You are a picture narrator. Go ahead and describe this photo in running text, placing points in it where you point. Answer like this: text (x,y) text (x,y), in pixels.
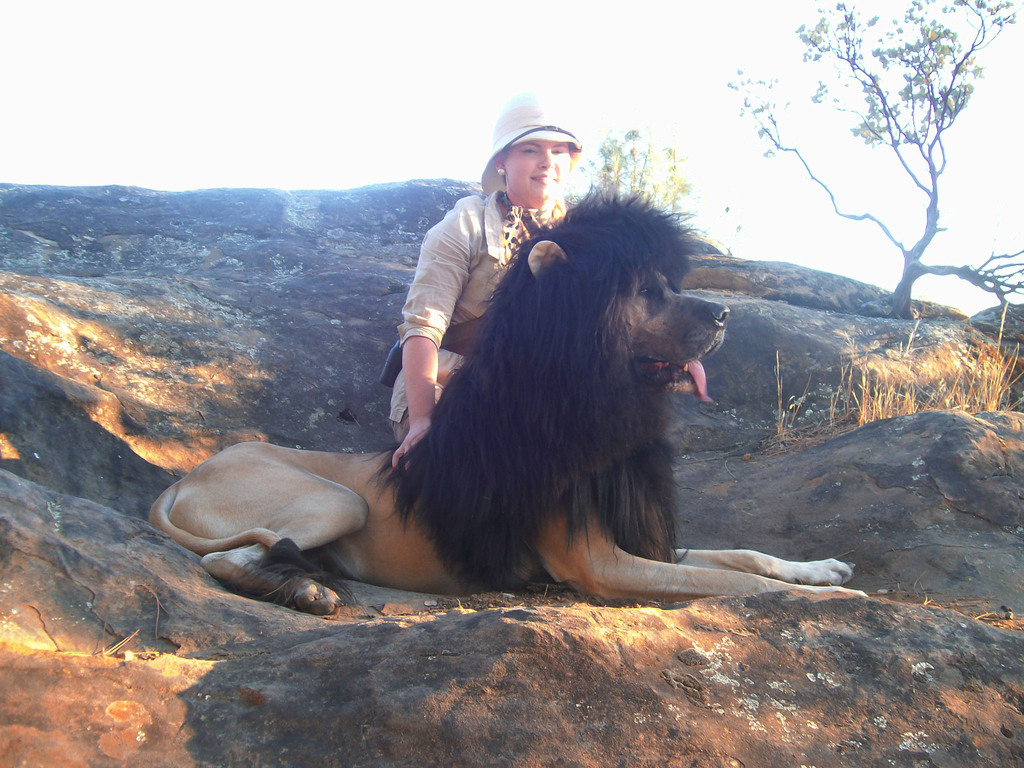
In this picture we can see a person (446,341) and an animal (401,525) on the rock (397,295) and behind the person (508,236) there are trees (627,137) and a sky (406,60).
